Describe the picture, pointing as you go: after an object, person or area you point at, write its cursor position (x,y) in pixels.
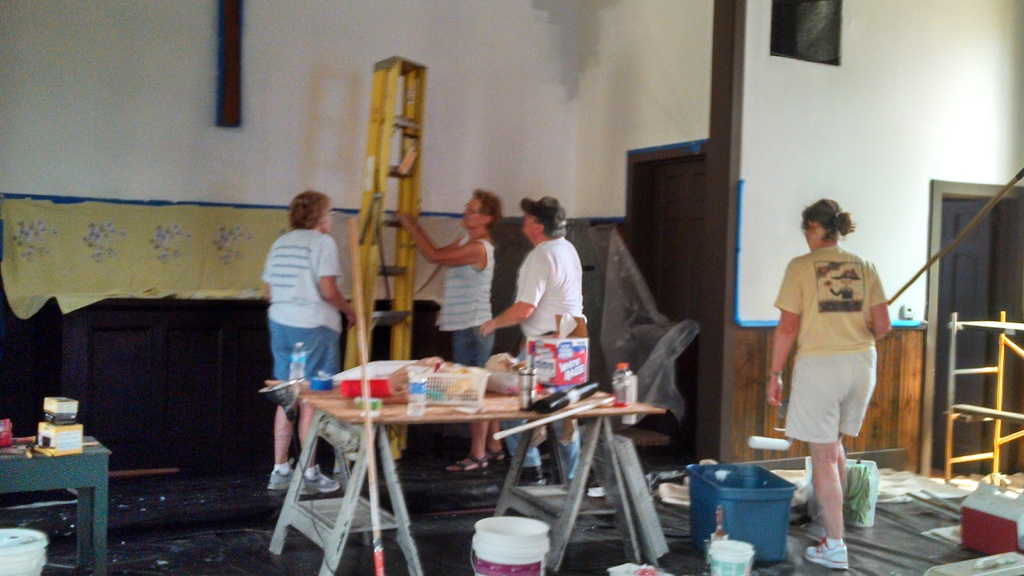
There are some people (456,300) standing on the floor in this room (233,304). There is a table (443,407) on which some accessories (436,377) were placed on it. There are some buckets (491,519), baskets (701,514) on the floor (594,545). We can observe a ladder (381,135) and a wall (272,146) here.
